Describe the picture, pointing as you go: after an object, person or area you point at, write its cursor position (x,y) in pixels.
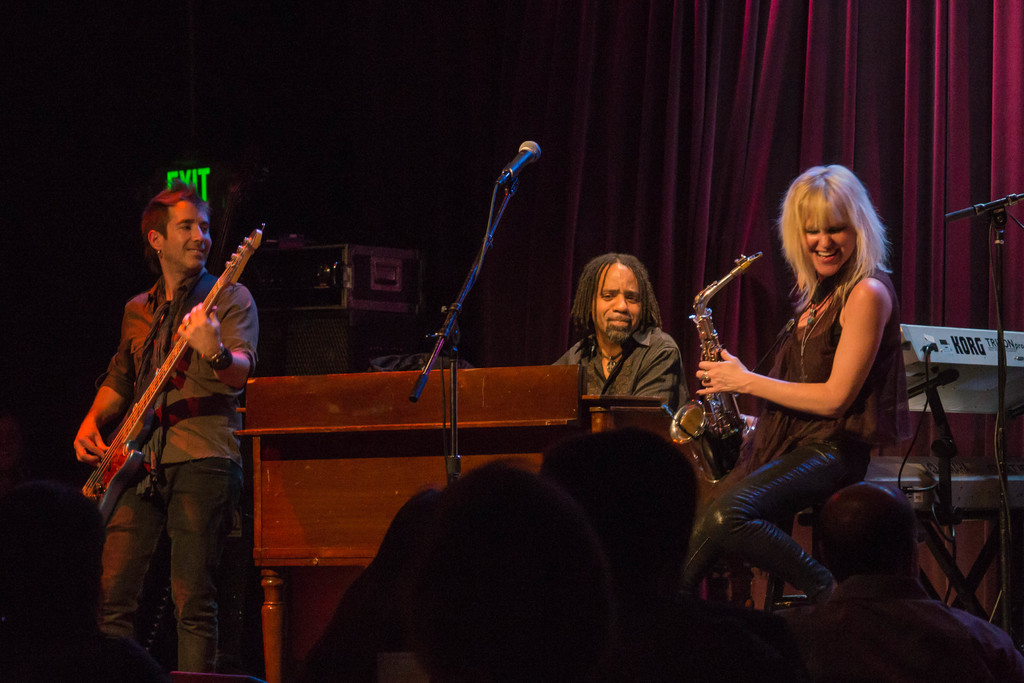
In the image we can see there is a man (188,376) who is holding guitar (124,475) in his hand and there is a woman (853,392) who is sitting and holding a musical instrument (717,438) and there is a man (626,303) who is playing a harmonium (395,427) and in front of them there are people (458,578) who are looking at them.
